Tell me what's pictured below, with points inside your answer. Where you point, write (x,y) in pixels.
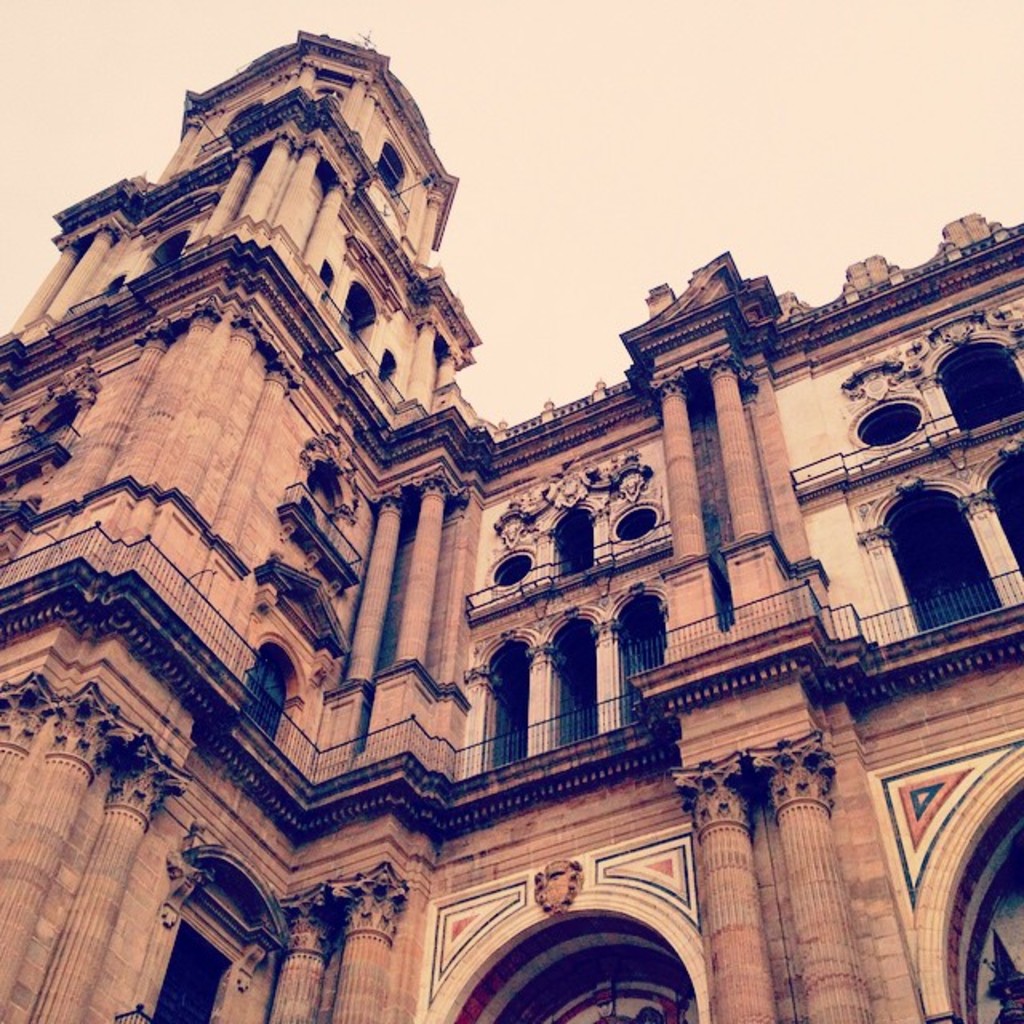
In this image there is a building (268,605). There are windows (579,678), a railing (619,699), pillars (687,498) and sculptures (577,492) on the walls (344,872) of the building (276,881). At the top (555,108) there is the sky (136,55).
